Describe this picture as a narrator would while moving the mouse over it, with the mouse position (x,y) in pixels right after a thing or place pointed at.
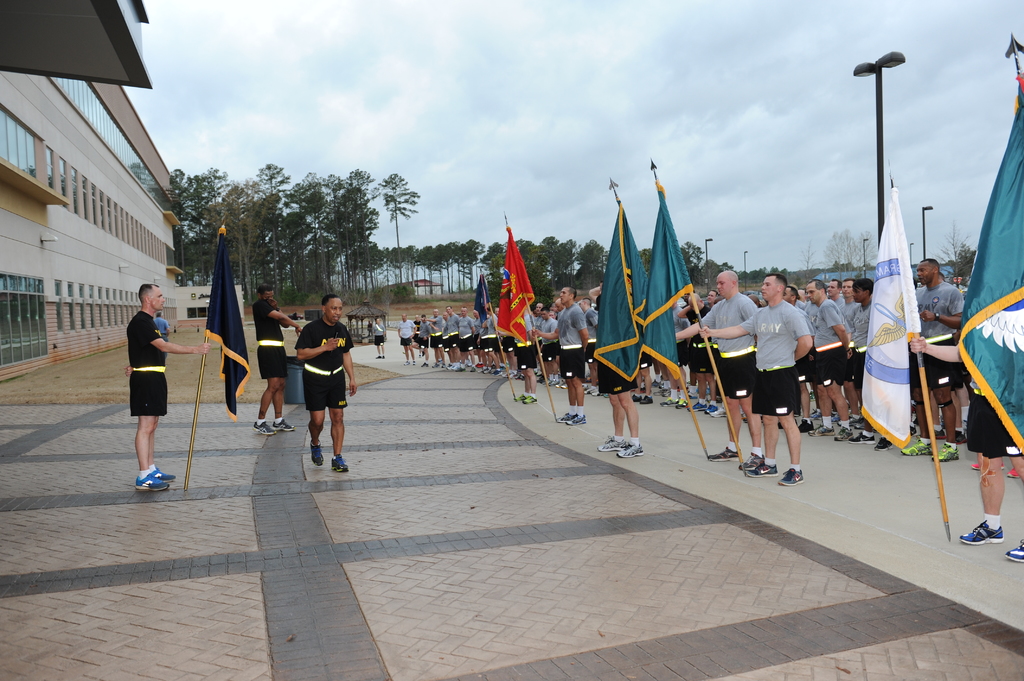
In this image there are a group of people (927,275) some of them are holding some flags (968,368) and poles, and at the bottom (329,581) there is walkway (655,449). On the left side (112,176) there is a building (84,209), and in the background (491,255) there are some trees (304,235) and poles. At the top (522,54) there is sky (591,83).
